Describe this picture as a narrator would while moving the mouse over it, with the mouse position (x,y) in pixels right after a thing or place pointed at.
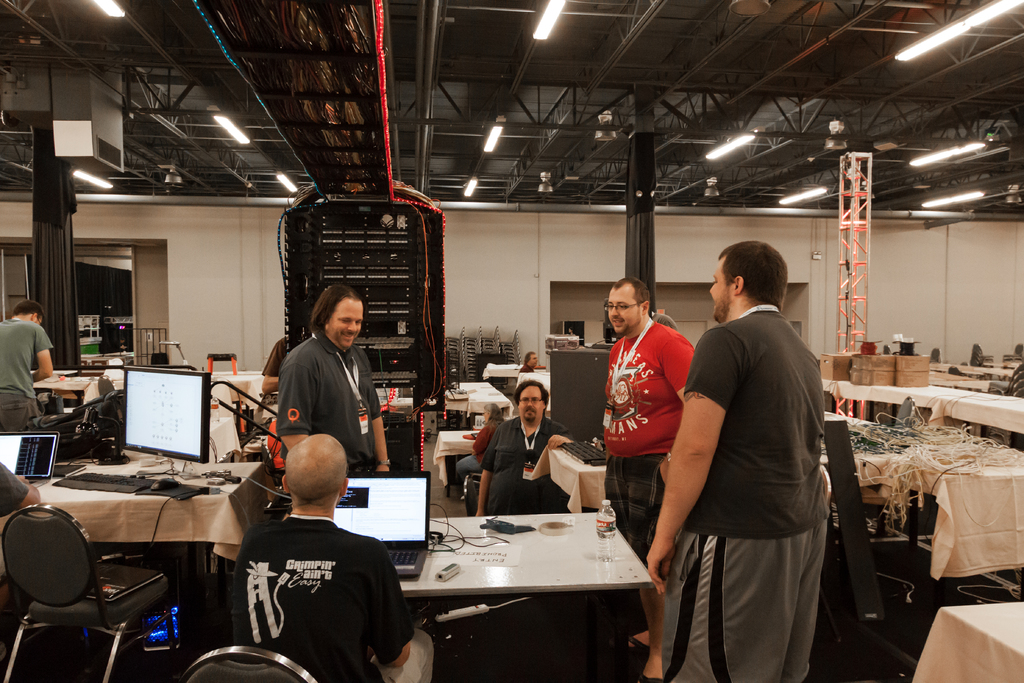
In this image there are cardboard boxes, laptops (395,483), bottle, monitor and some other objects (201,486) on the tables (444,560), there are chairs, group of people (330,322) standing, group of people (524,504) sitting on the chairs (59,615), lighting truss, lights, iron rods (395,174).
